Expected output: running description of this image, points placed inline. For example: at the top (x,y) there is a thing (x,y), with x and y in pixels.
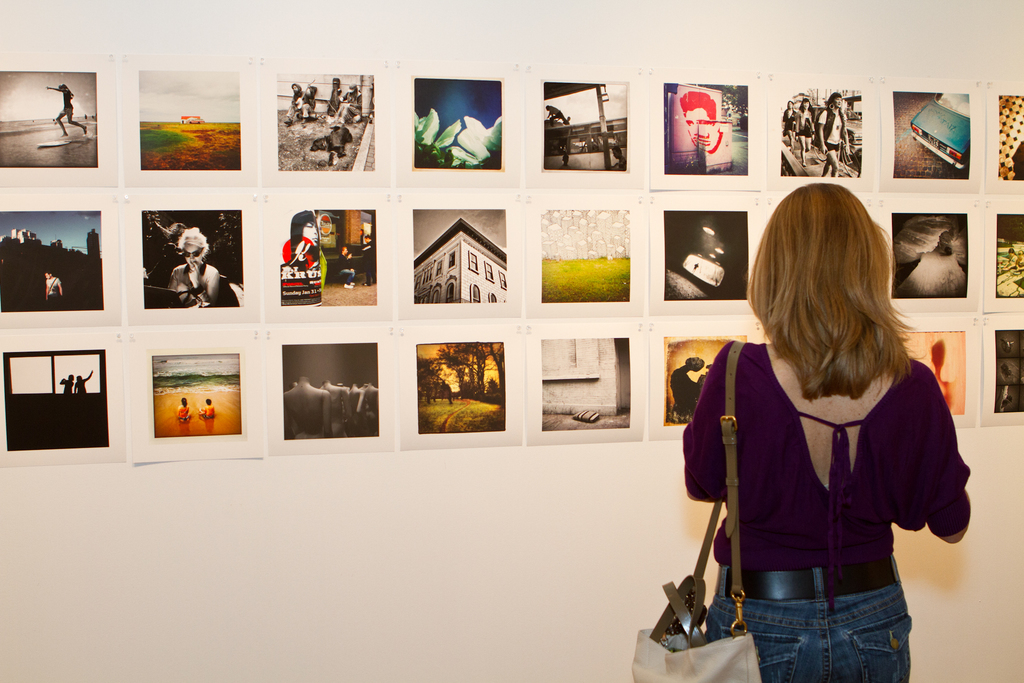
In this image I can see a woman (750,466) is standing on the floor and is wearing a bag (693,620). In the background (439,314) I can see wall paintings (345,135) on a wall (451,323). This image is taken, may be in a hall (516,437).
